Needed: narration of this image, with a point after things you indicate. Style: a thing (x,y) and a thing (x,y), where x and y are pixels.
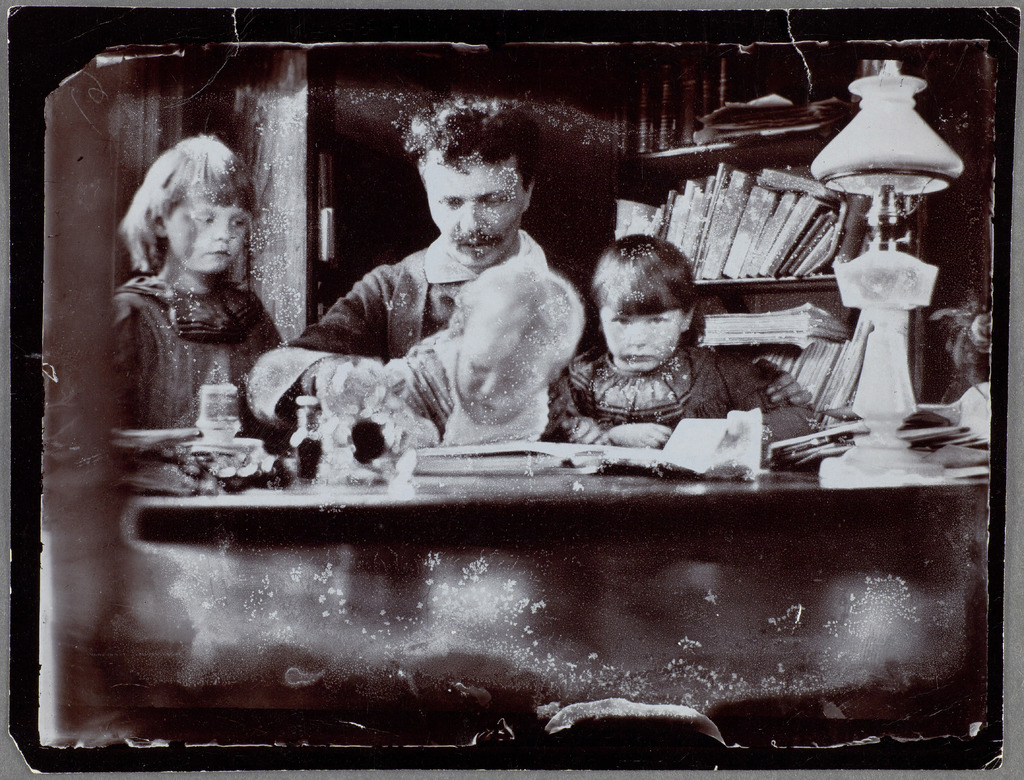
In the image we can see an old photograph, in it we can see a man (400,328) and three children (153,413) wearing clothes (367,292). Here we can see the lamp (856,292) and there are books (717,206) kept on the shelves (695,230).
